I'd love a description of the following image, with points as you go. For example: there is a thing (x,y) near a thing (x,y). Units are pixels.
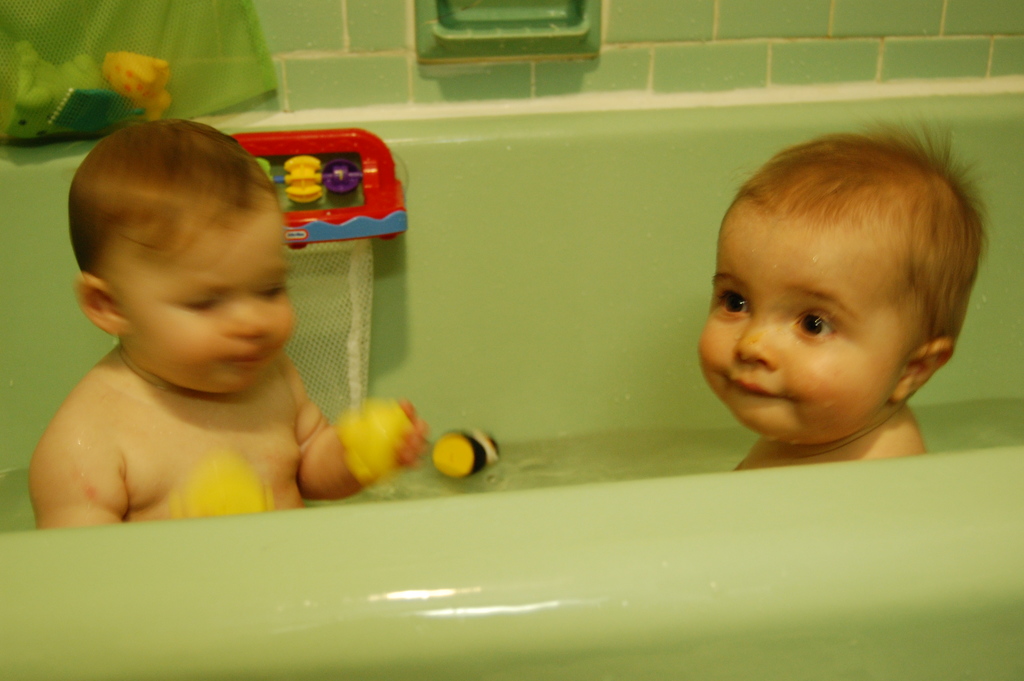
In this picture, we can see two children (845,172) playing with toys (379,454) and water (719,430) in a tub (897,481) and we can see the tub (443,140), and in the background (354,103), we can see the wall (303,75) with soap stand (459,43) and we can find some objects (180,73) top left corner (159,88).
